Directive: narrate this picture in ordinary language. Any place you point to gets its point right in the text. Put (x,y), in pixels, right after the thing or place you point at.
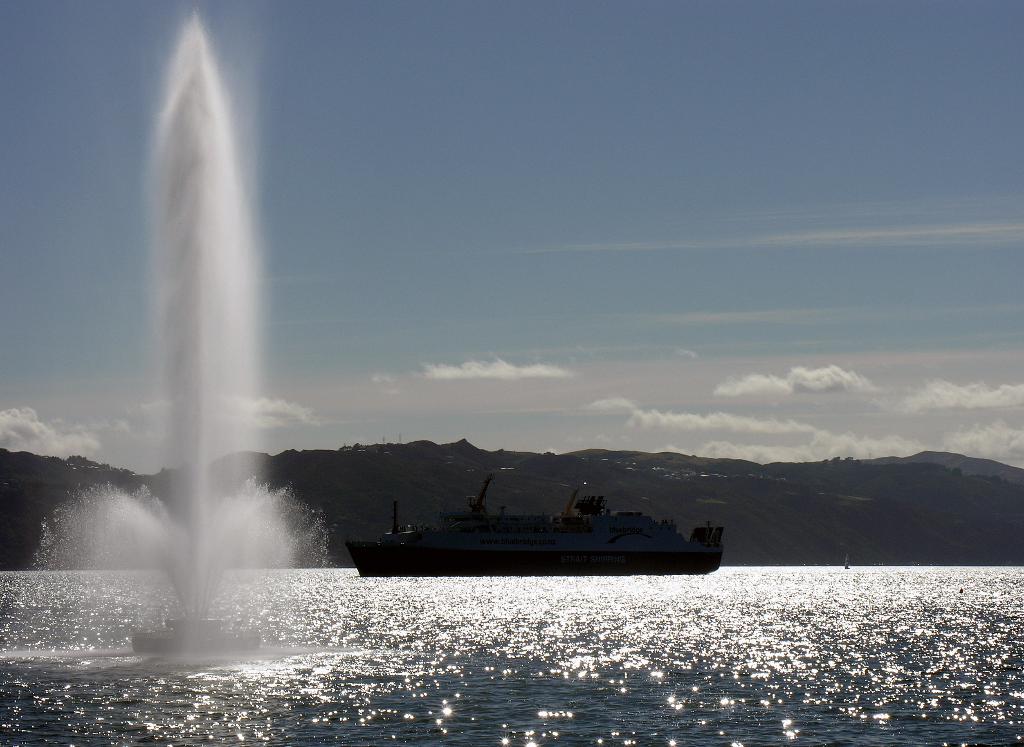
In this picture I can see a ship (423,563) on the water (643,621) and I can see water fountain (98,500) and hills (548,498) in the back (925,523) and I can see a blue cloudy sky (599,237).
